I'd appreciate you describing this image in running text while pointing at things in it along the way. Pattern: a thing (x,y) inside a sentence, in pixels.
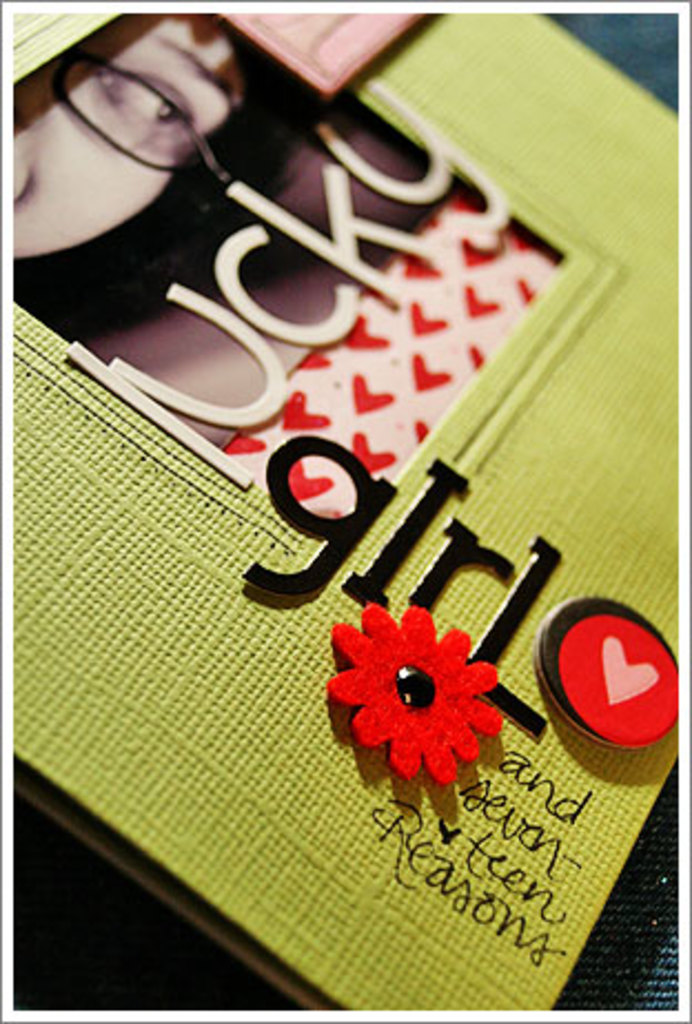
Here we can see a greeting card (331,466) with text (444,830) written on it on a platform (239,1003) and in the middle of the greeting card (215,267) there is a photograph (239,216).
